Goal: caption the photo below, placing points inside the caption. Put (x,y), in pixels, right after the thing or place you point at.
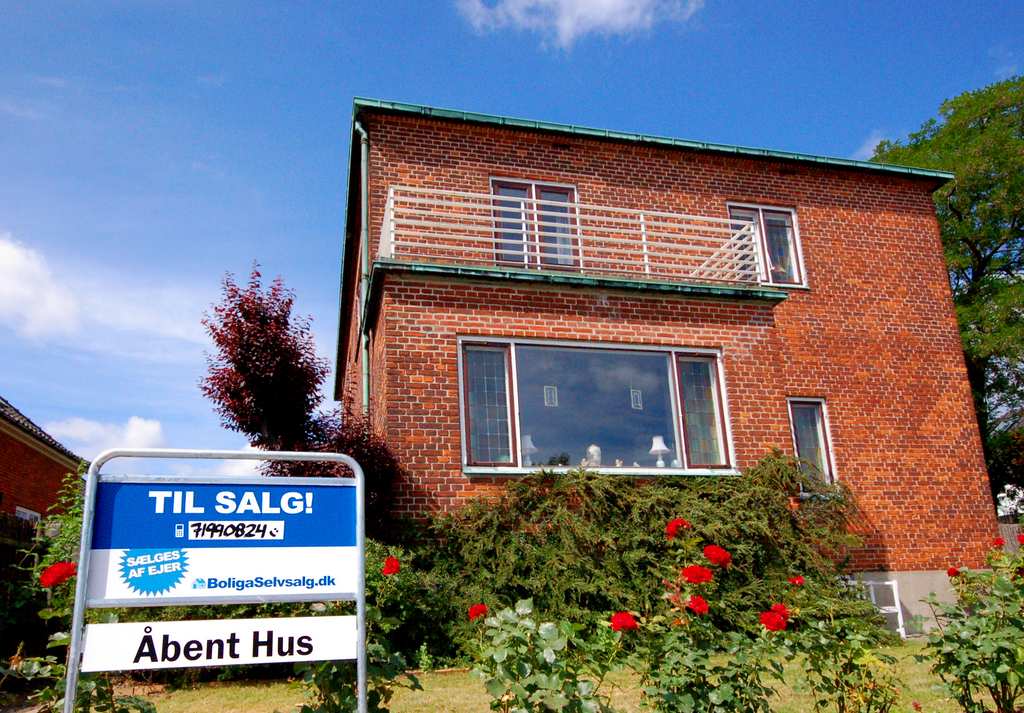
In the picture I can see buildings (420,499), trees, flower plants (692,605) and a board (328,591) which has something written on it. In the background (201,337) I can see the sky (195,258).
